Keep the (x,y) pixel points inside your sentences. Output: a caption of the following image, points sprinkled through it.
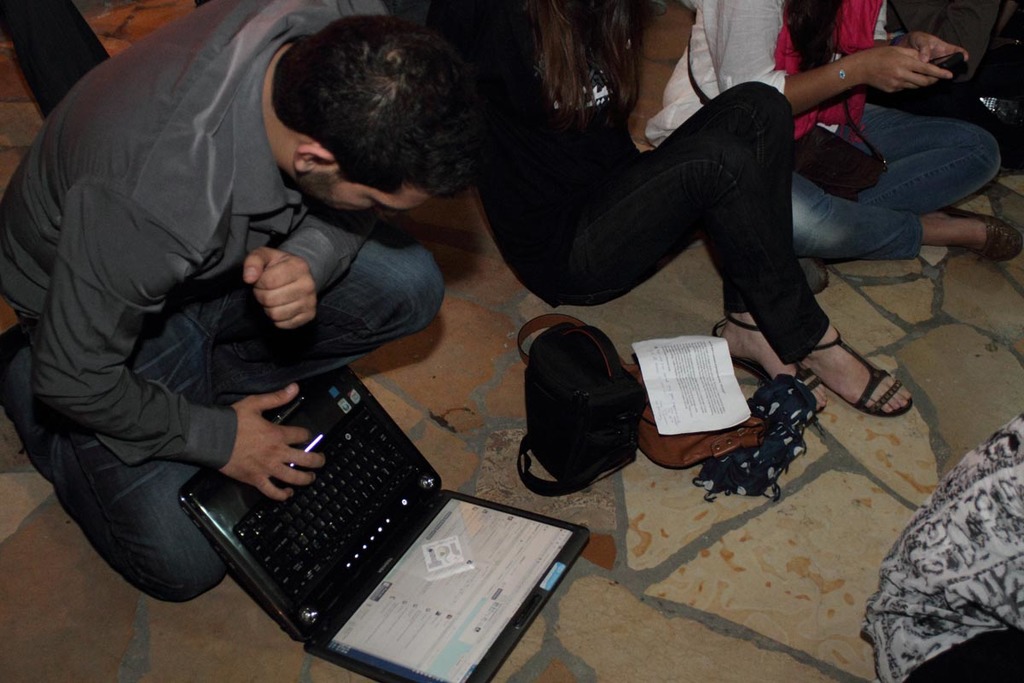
In this image we can see few people (647,168) sitting on the floor (1008,202), few objects (750,396) on the floor (696,534), we can see the electronic gadget (320,515).
